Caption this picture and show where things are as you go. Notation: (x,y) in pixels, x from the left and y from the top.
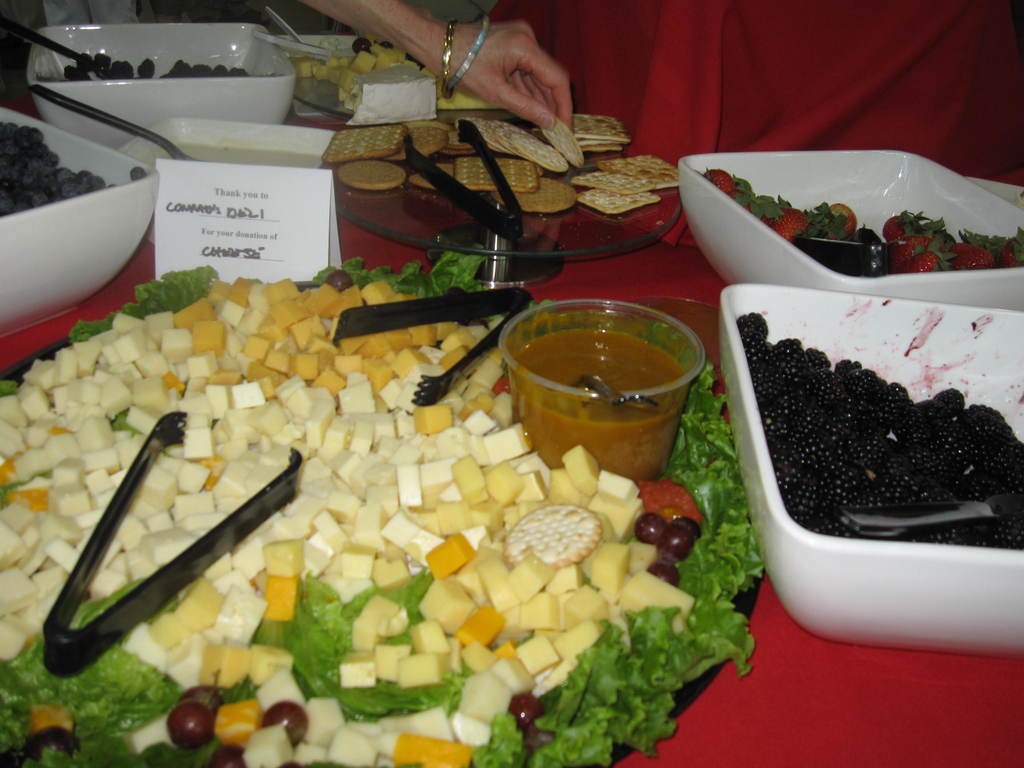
In this image there are so many cheese cubes (209,650) in the plate (587,678), beside that there is a bowl (36,283) of blue berries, straw berries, biscuits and another two bowls (1004,571) of blackberries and some name boards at the middle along with holders (423,160).
